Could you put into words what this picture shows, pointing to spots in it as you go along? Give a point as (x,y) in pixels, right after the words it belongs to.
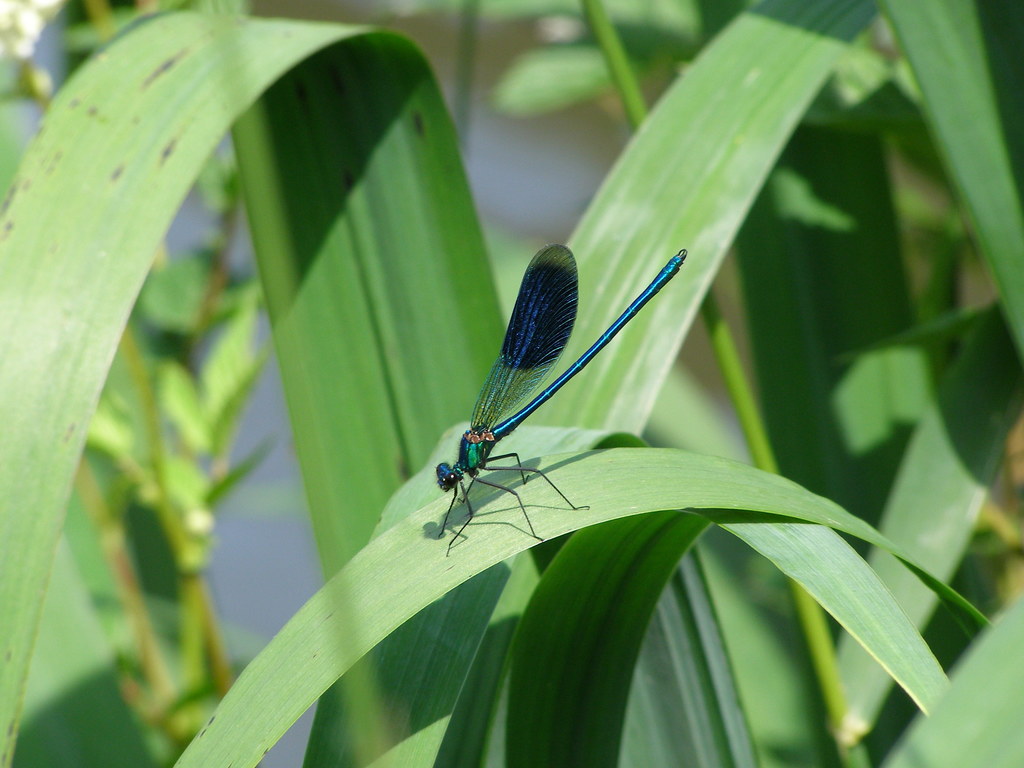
In this image we can see many plants (631,654). There is an insect (525,410) sitting on the leaf (450,496).
